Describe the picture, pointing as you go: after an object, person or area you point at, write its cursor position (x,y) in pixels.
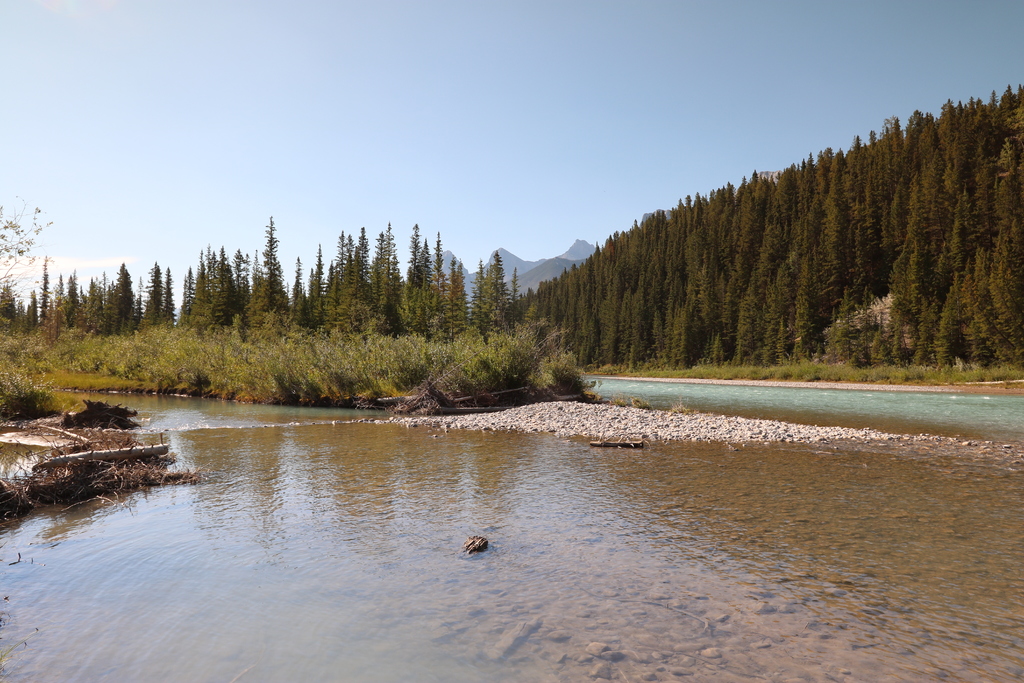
In this image in the center (371,423) there is water (603,596). In the background (780,312) there are trees (580,324) and there are hills (444,260) and the sky (448,106) is clear.
